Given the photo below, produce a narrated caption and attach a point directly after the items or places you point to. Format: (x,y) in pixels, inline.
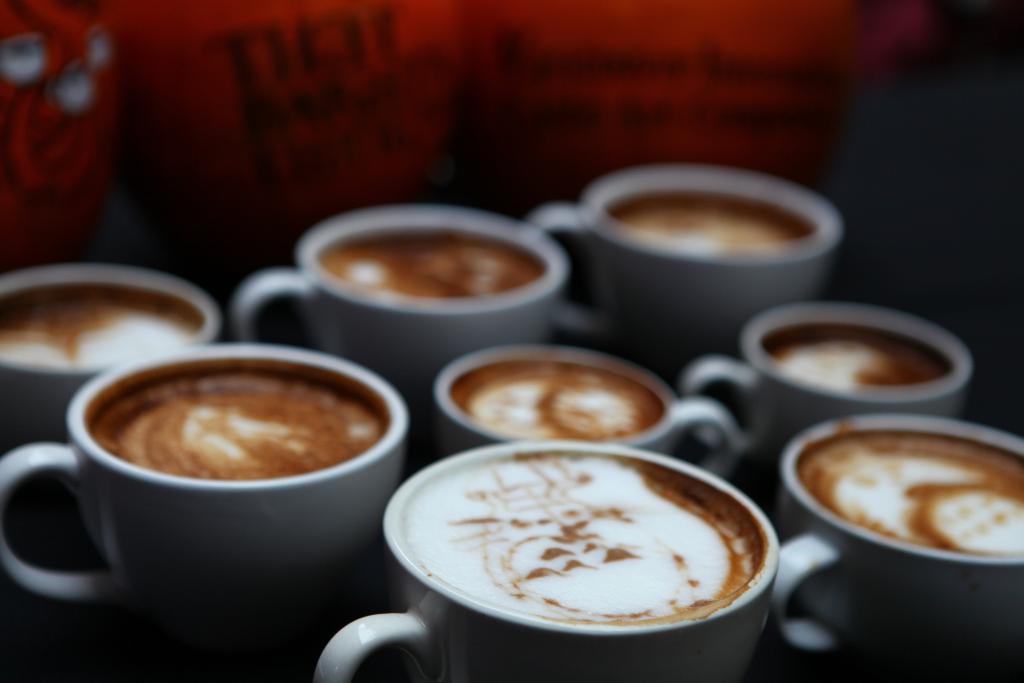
In this image there are few cups (325,498) of coffee (581,419). The background (261,97) is blurry. There are something in the background (242,95) which is red.
